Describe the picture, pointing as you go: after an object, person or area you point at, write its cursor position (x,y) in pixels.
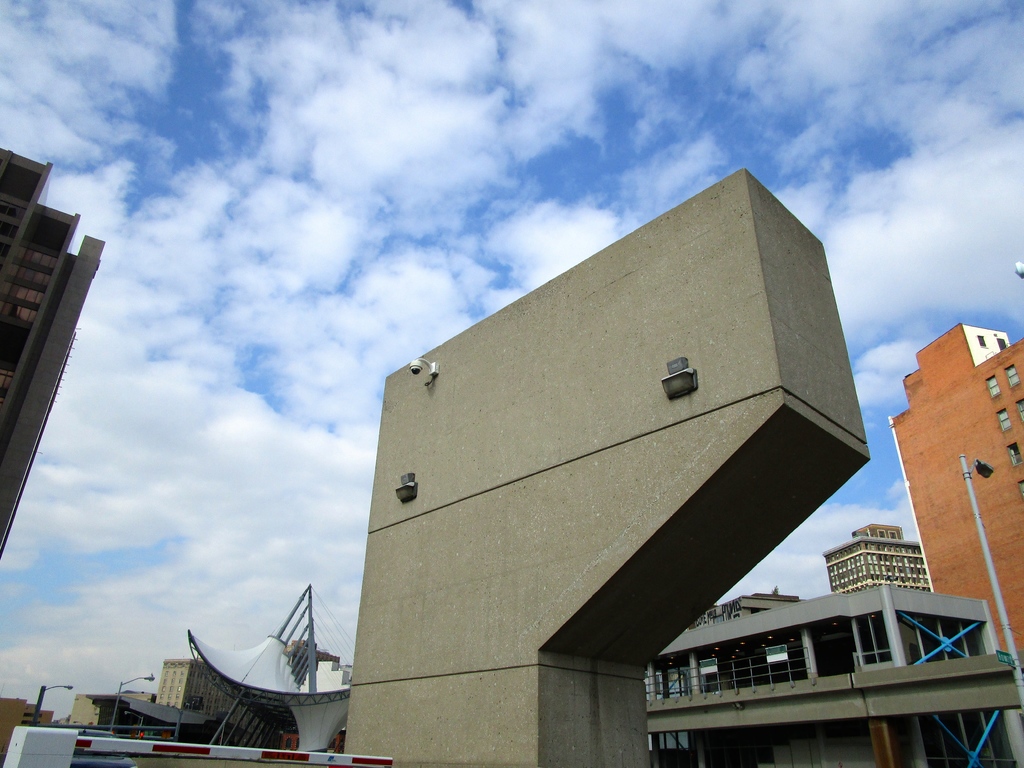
In this image we can see many buildings (917,616) and they are having many windows (917,616). There is a sky (555,200) in the image. There are few street lights (991,579) in the image.
